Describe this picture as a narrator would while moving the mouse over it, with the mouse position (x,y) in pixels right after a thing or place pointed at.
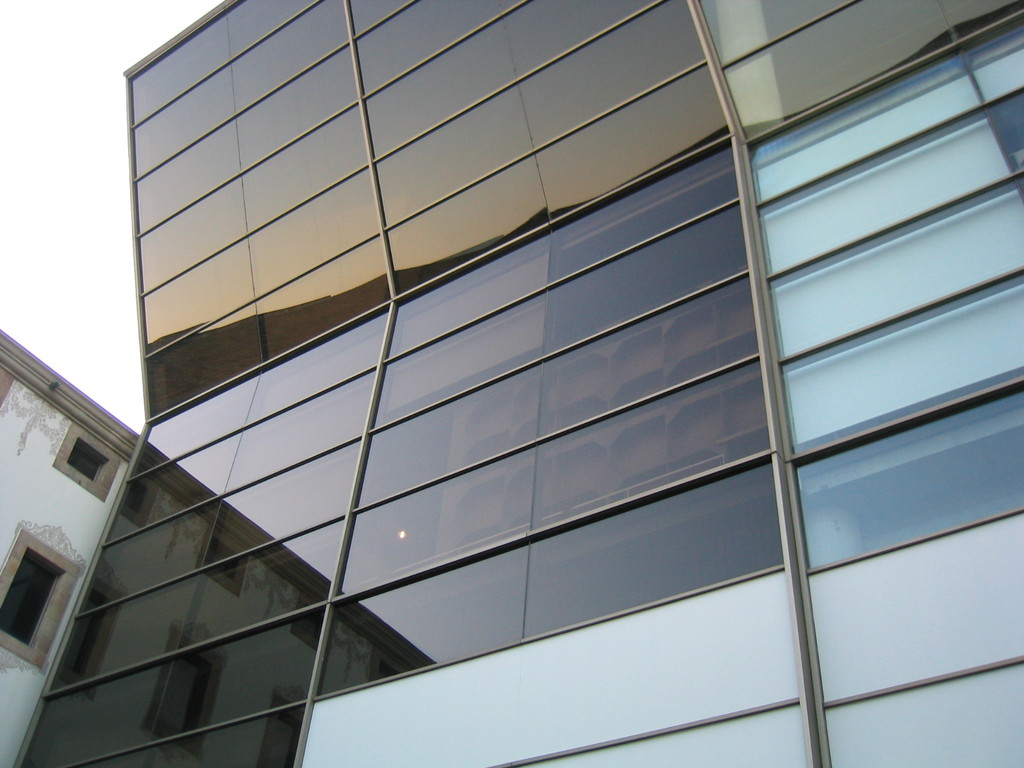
This is the picture of a building (625,429) to which there are some glass walls (573,354) and two windows (38,649) to the side.
